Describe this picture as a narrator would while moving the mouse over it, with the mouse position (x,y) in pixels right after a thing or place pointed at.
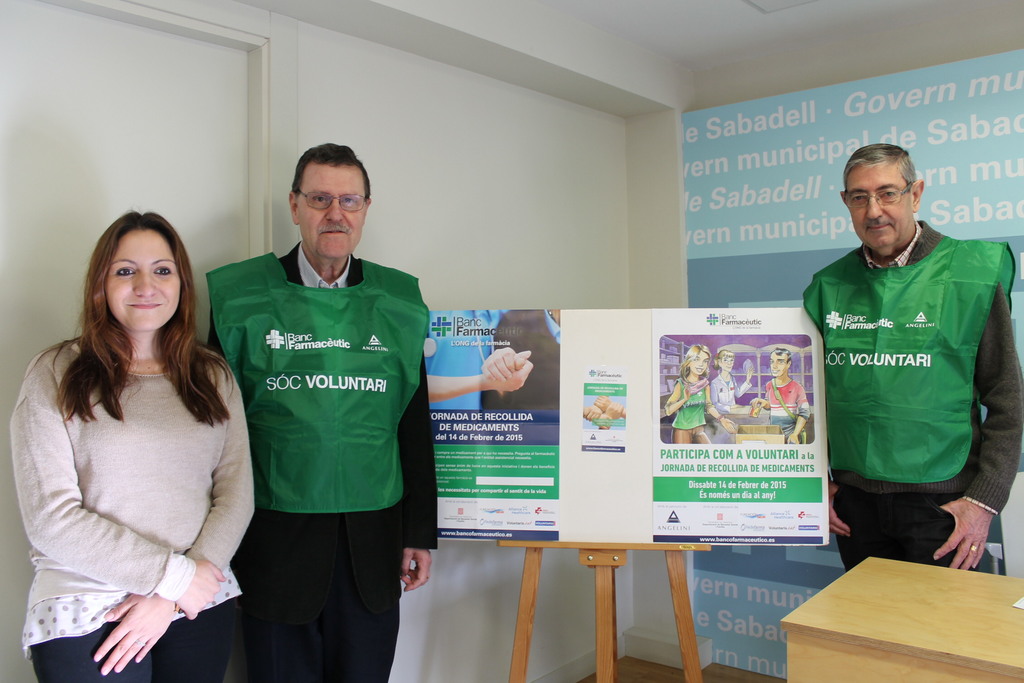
In this picture I see 2 men (366,416) and a woman (185,479) who are standing and I see that these 2 men (323,315) are wearing same dress (369,402) and I see a board (564,373) on which there is something written. In the background (573,295) I see the wall (507,605) and I see the door (185,231) on the left side of this image (14,198) and I see something is written on the right side of this image (724,150) and I see a brown color thing (897,616) in front (954,600).
